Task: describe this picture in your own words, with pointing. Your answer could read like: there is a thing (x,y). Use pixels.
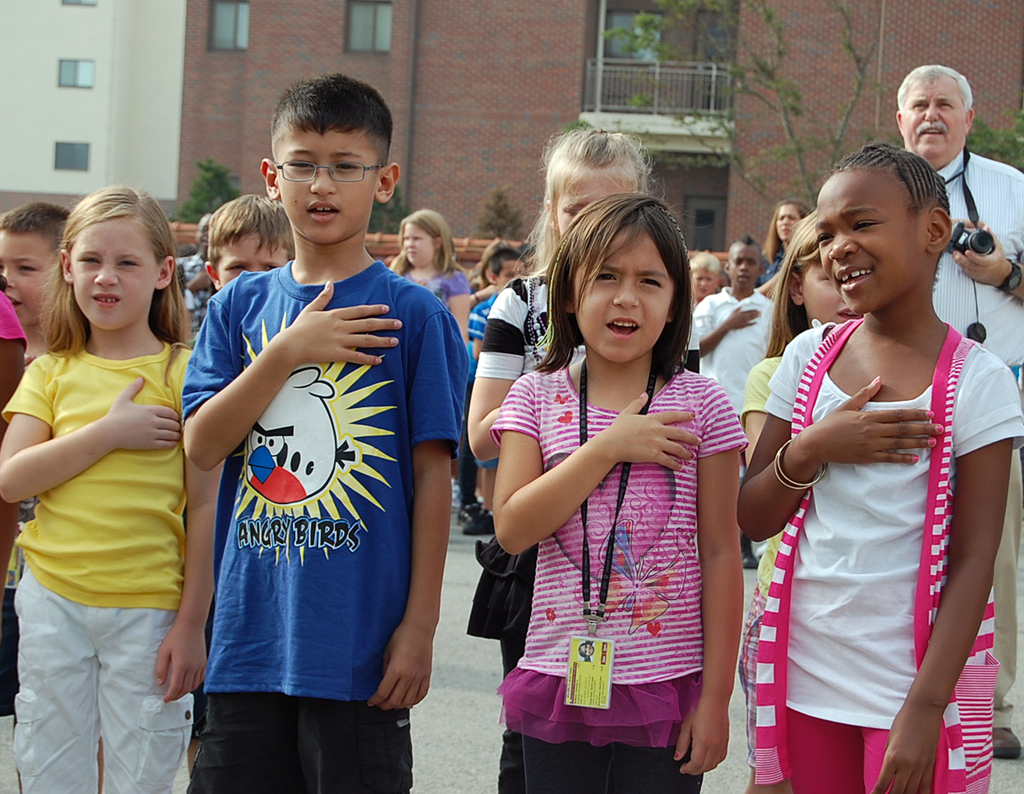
In the image there are many children (360,381), they are placing their right hand (336,329) on the chest (605,500) and in between the people (877,288) there is a man (1002,216) standing and taking the photographs. Behind the children (249,202) there is a huge building (480,130).
